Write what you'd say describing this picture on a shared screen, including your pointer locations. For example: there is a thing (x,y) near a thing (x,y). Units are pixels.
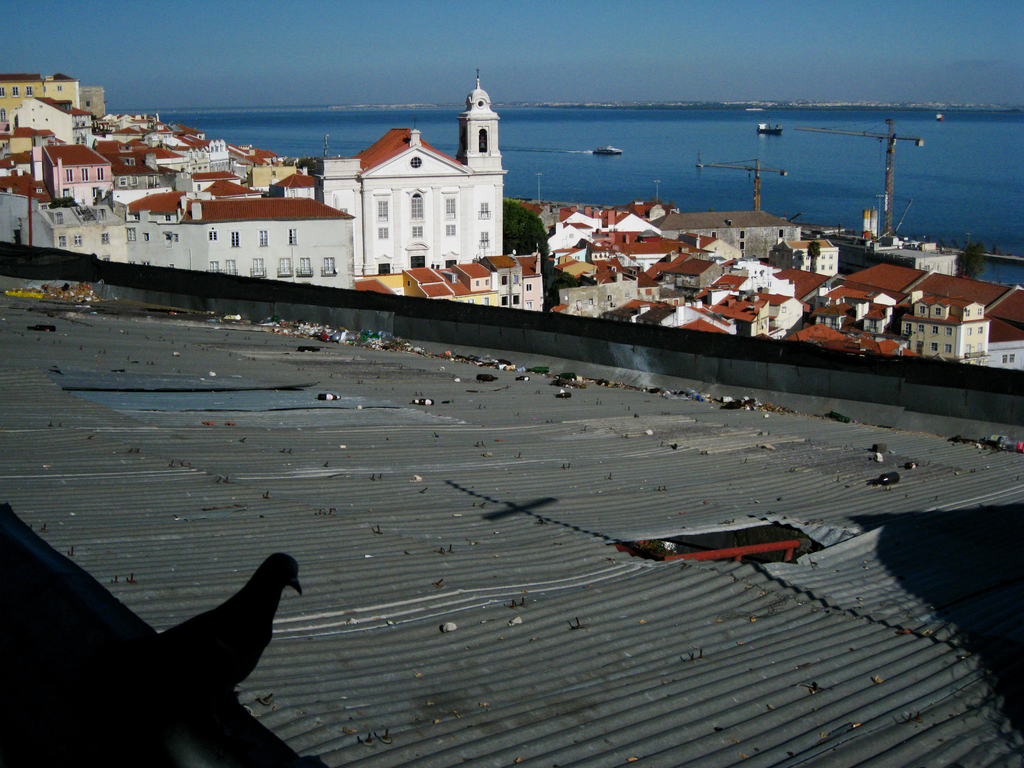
In this image, we can see a bird (234,674) and some objects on the roof (373,439). In the background (312,199), there are buildings (707,223), trees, poles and there are boats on the water (741,119). At the top (277,41), there is sky (687,90).
